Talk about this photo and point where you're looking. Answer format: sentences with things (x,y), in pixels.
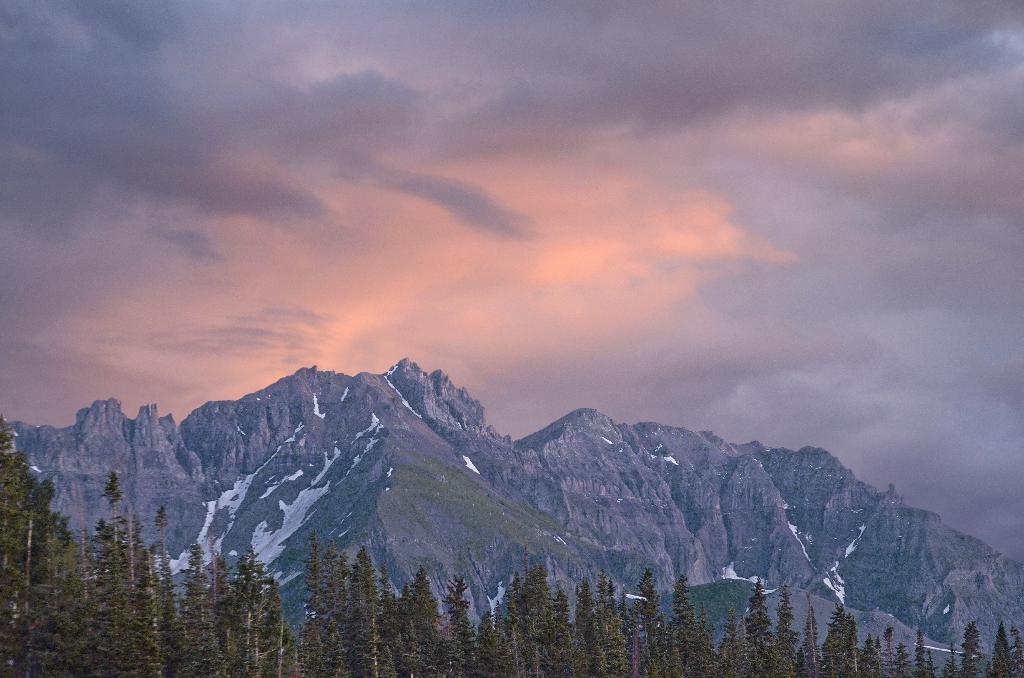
In this picture there are mountains (606,499) and there are trees (7,675) and there might be snow (298,509) on the mountains (408,464). At the top (495,210) there is sky (489,225) and there are clouds (456,233).
